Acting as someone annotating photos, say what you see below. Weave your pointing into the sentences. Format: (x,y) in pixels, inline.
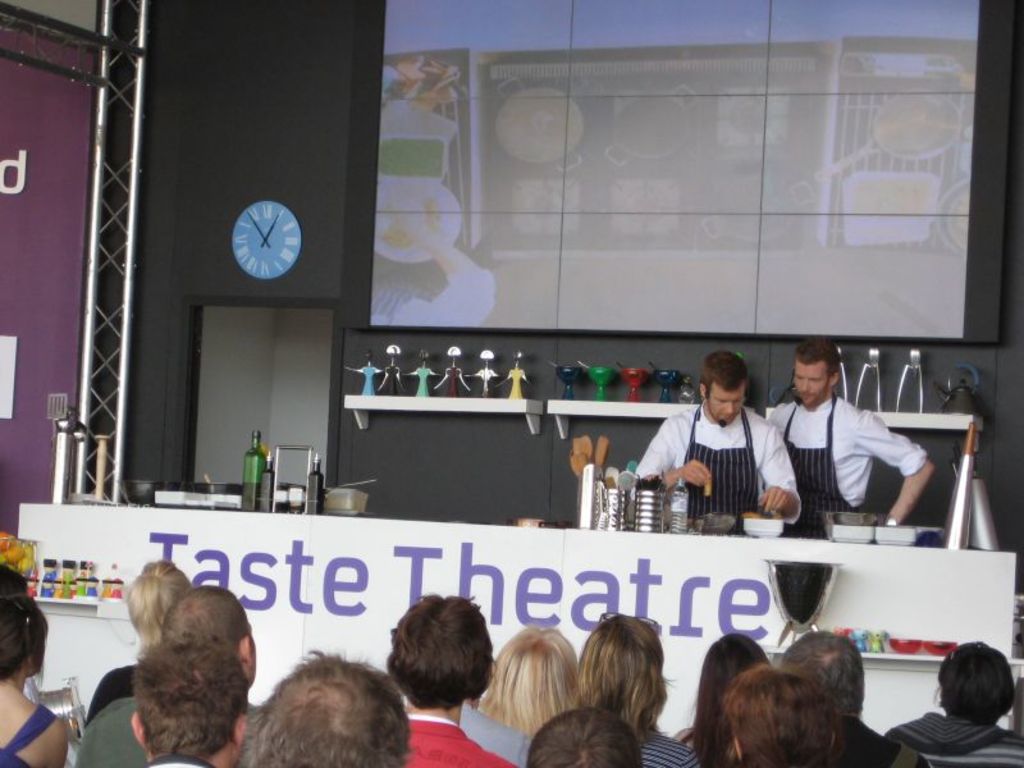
In the image we can see there are men (795,403) standing and there are spoon stand (587,500), knife stand (608,492), plates (891,535) and bottles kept on the table (958,555). Behind there is projector screen (596,158) and we can see there is gas stove (606,158) and utensils (620,127) kept on the gas stove (616,235). There is clock (272,232) kept on the wall (214,248) and its written ¨Taste Theatre¨ on the banner (543,567). There are spectators (229,608) watching them.
